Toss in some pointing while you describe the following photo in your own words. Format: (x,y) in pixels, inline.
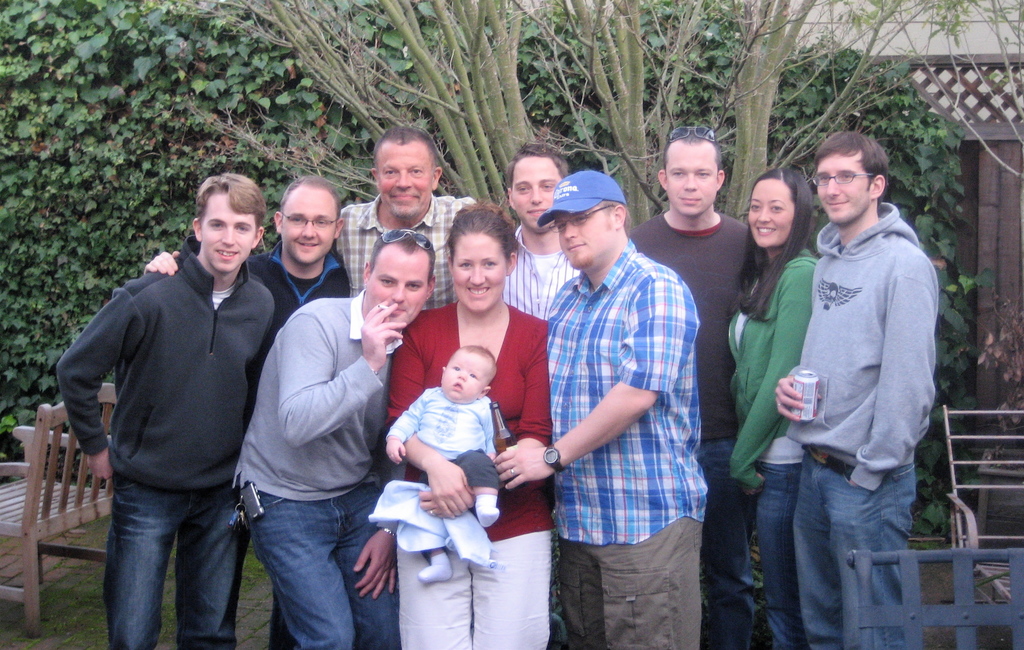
In this image there are group of persons (405,301) standing and smiling. In the background (481,141) there are trees (640,93), there is a chair (49,491). On the ground (85,617) there is grass (103,627).
